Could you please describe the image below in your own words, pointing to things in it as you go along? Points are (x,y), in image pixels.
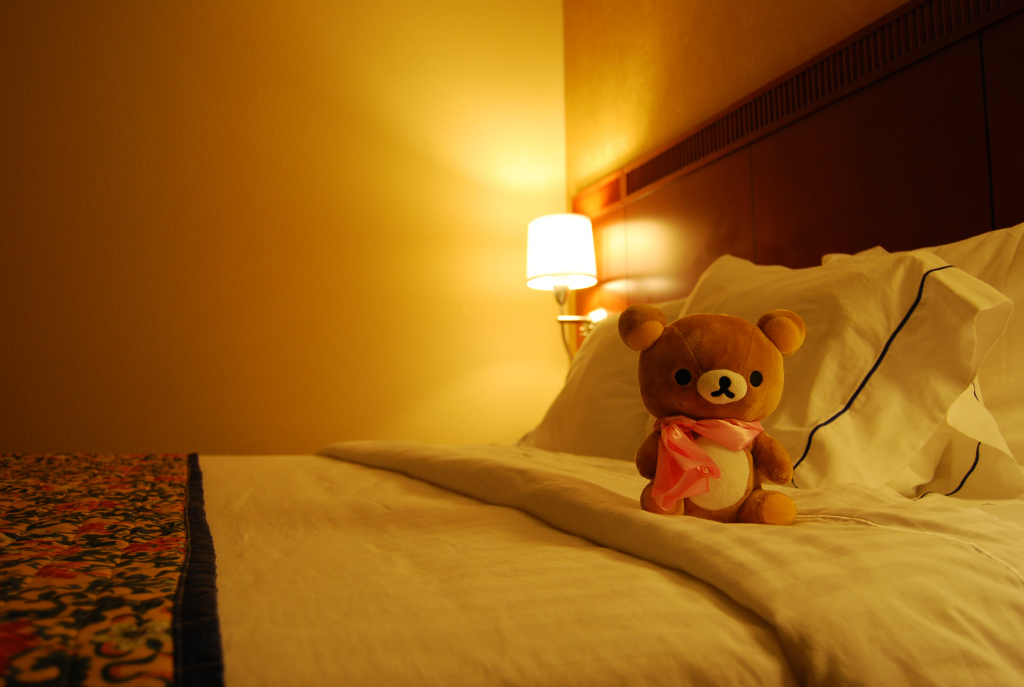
This is a picture inside the room (42,313). There is a bed (410,673) and there is a toy (709,330) on the bed (723,549) and at the back (558,230) there is a lamp (565,339).
